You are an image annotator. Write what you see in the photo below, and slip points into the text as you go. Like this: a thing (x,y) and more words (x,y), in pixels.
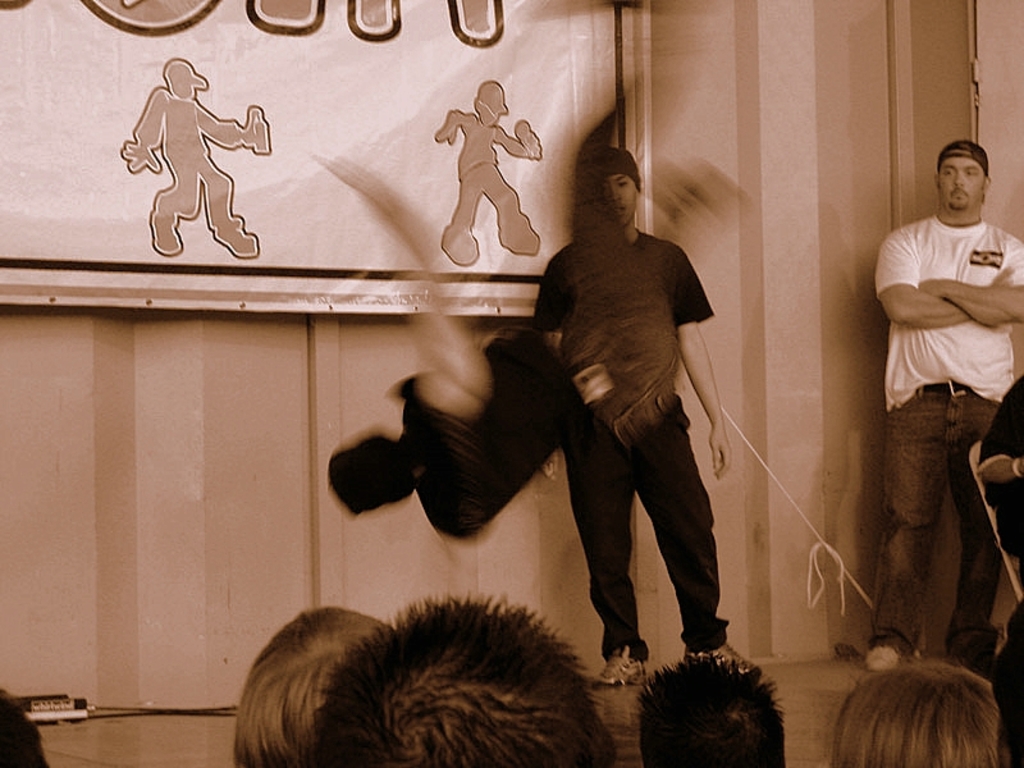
In this image a person (384,482) is jumping in the air. Two people (565,328) are standing on the stage (806,663). There is a banner (438,177) attached to the wall (872,210). Bottom of the image (417,707) there are people (559,666). Right side (1016,419) a person (1016,485) is sitting on the chair (1008,569).
